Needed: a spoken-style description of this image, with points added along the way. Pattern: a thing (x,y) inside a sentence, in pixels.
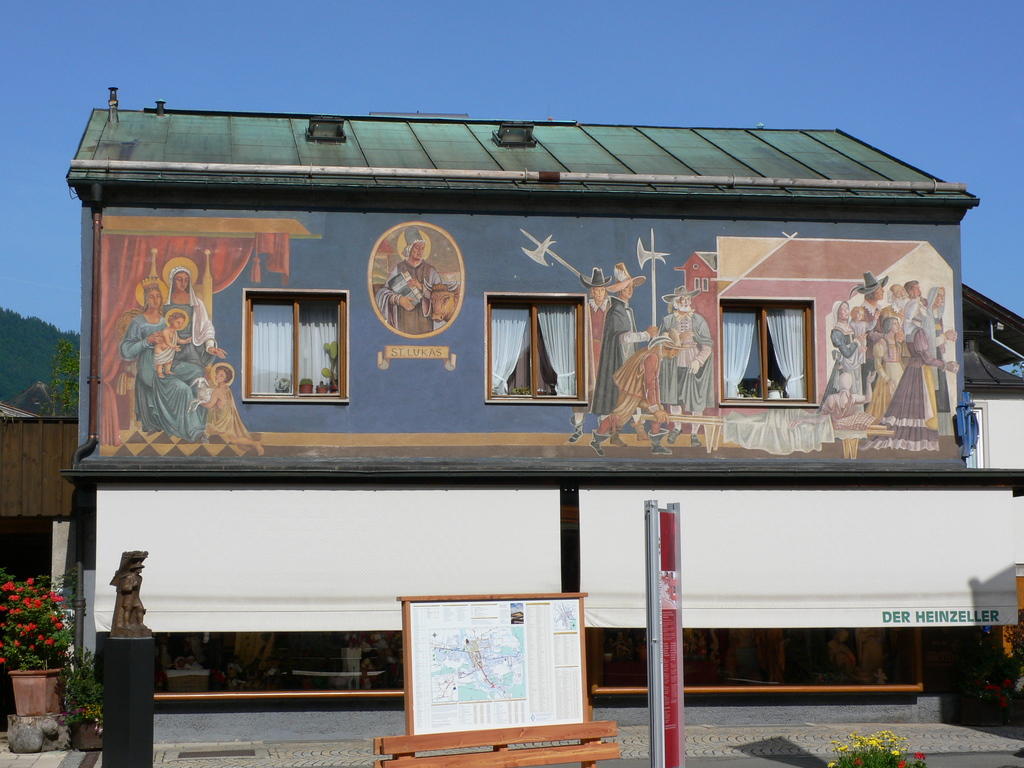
In this image there is a building (567,257) in which there is some art (615,306) on the wall (633,379) of the building (730,428), few garden plants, a poster (500,609) attached to a board (408,652), a small pole (663,627), a black color object (132,667), a tree (56,405), mountain (52,349) and the sky (537,78).
